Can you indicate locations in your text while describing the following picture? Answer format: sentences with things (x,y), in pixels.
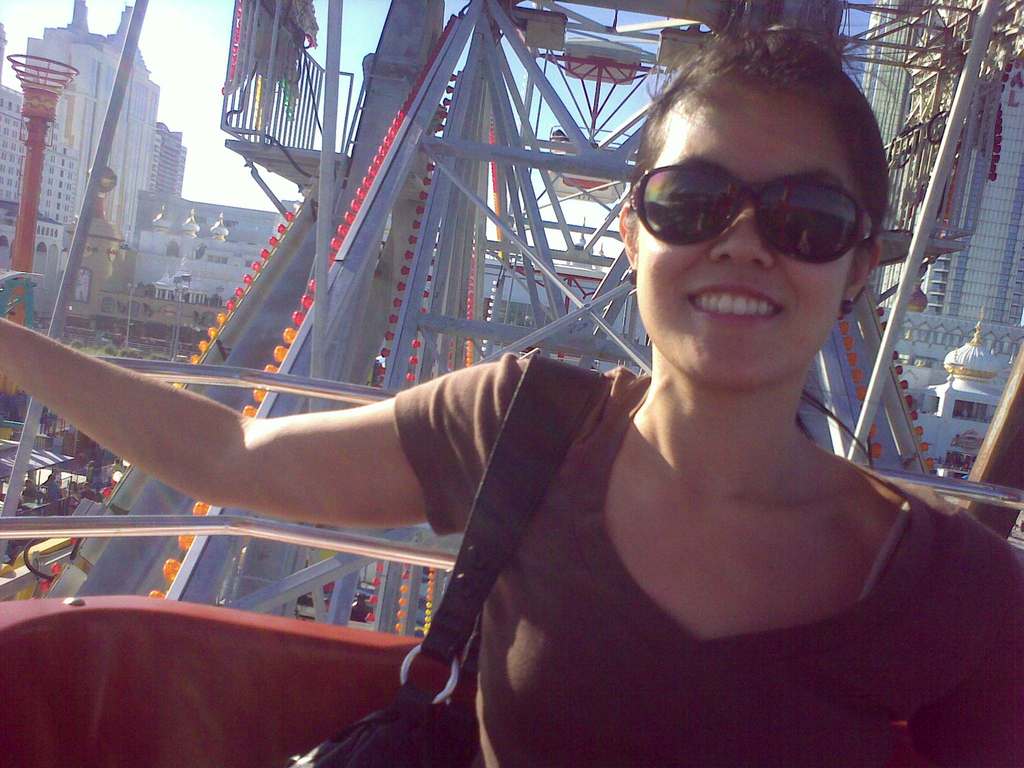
In this picture we can see a woman (485,656) sitting behind we can see some rods (392,594), side we can see so many buildings (88,71).
